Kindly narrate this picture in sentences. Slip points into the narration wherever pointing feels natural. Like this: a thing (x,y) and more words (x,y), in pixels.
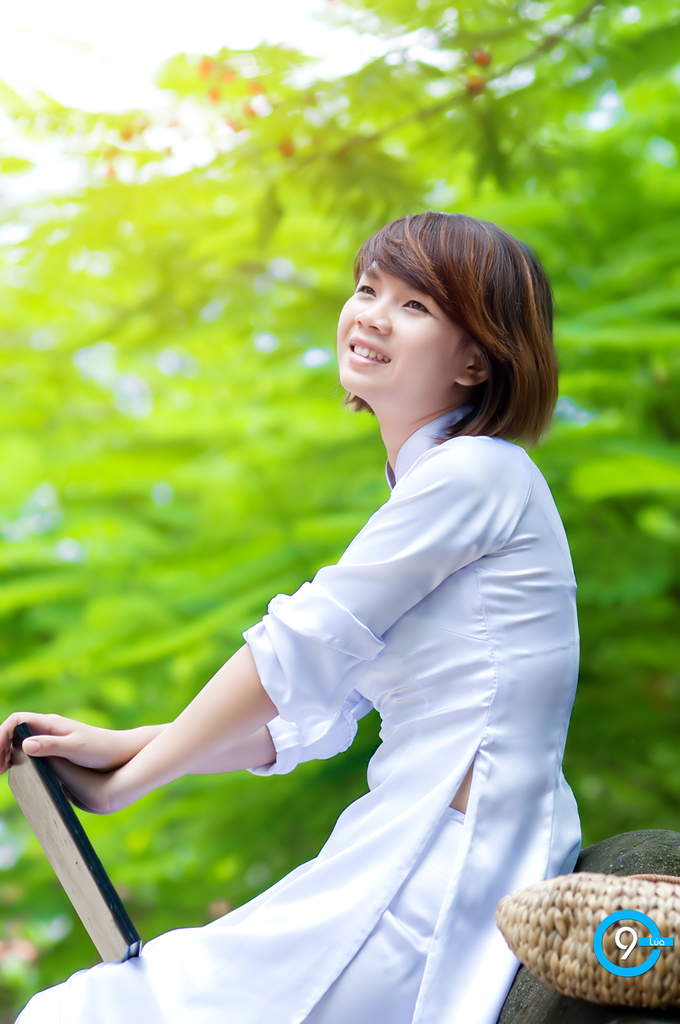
In this image in the center (403,414) there is one woman (421,699) who is sitting and she is holding something, beside her there is basket (571,939) and in the background (143,432) there are some trees (143,491).
